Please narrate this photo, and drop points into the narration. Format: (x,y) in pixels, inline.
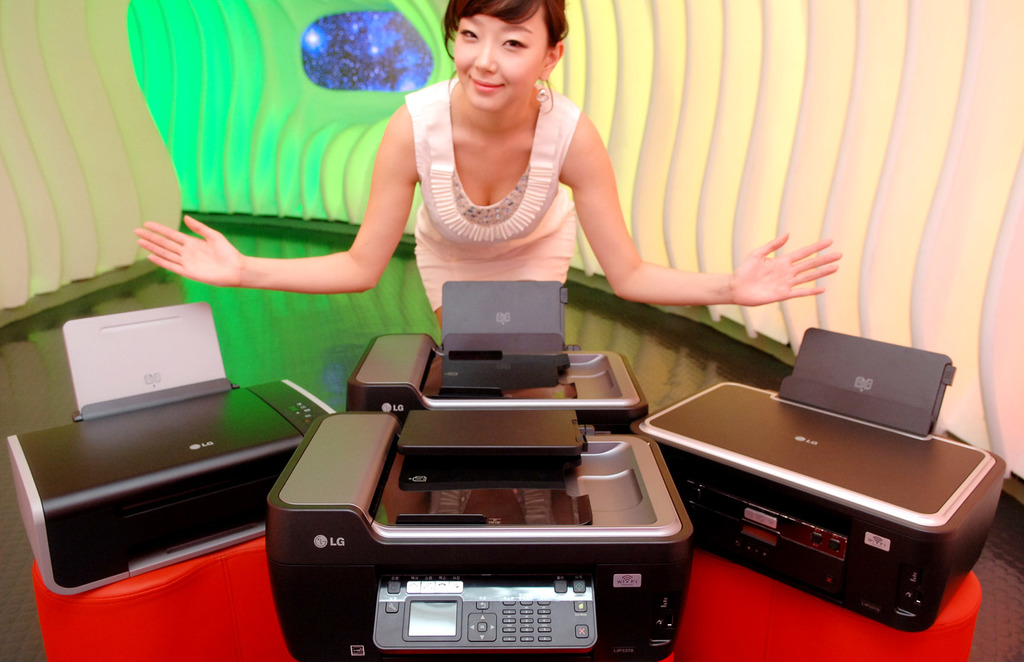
At the bottom of this image (645,556), there are electronic devices (808,527) placed on a red color object (212,606). Behind them, there is a woman (392,135) in a white color dress (424,228) smiling and bending. In the background (866,99), there is a white color surface (173,208).
